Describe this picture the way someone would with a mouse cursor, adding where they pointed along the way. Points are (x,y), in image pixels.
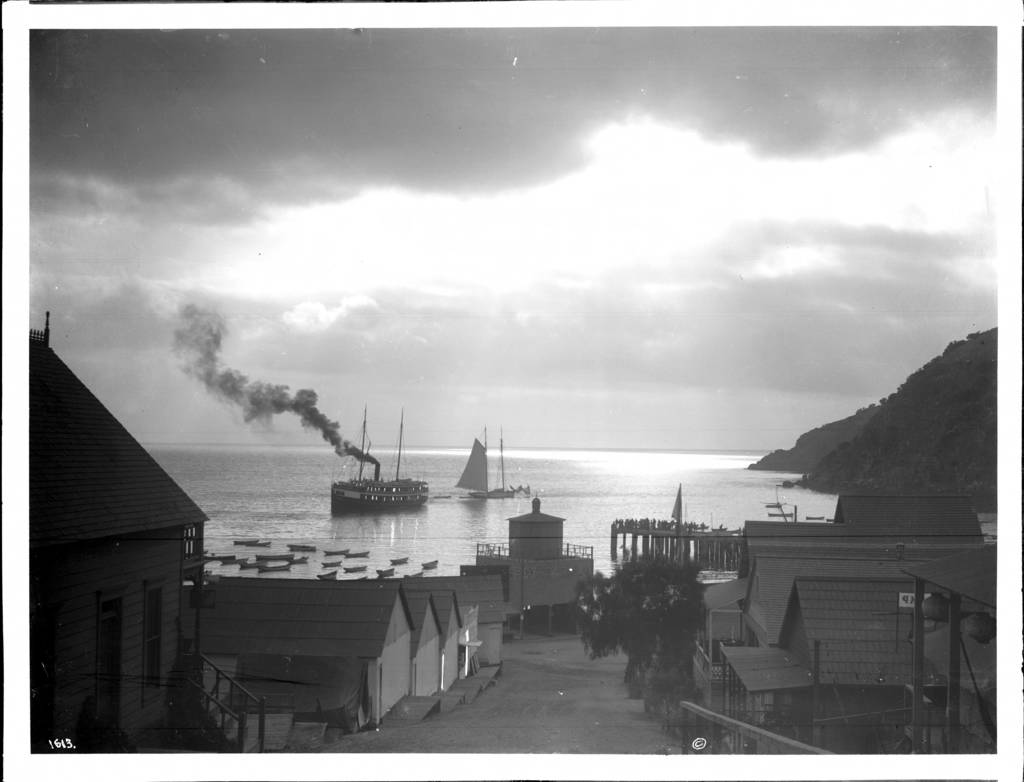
In this picture we can see some houses (295,688) here, in the background (605,479) there is water (391,511), we can see a ship (394,505) here, there is a boat (501,497) here, we can see a sail (478,479) of the boat (478,476), we can also see smoke (290,404) here, there is the sky (481,256) at the top of the picture (471,204), we can see a tree (655,626) here.
